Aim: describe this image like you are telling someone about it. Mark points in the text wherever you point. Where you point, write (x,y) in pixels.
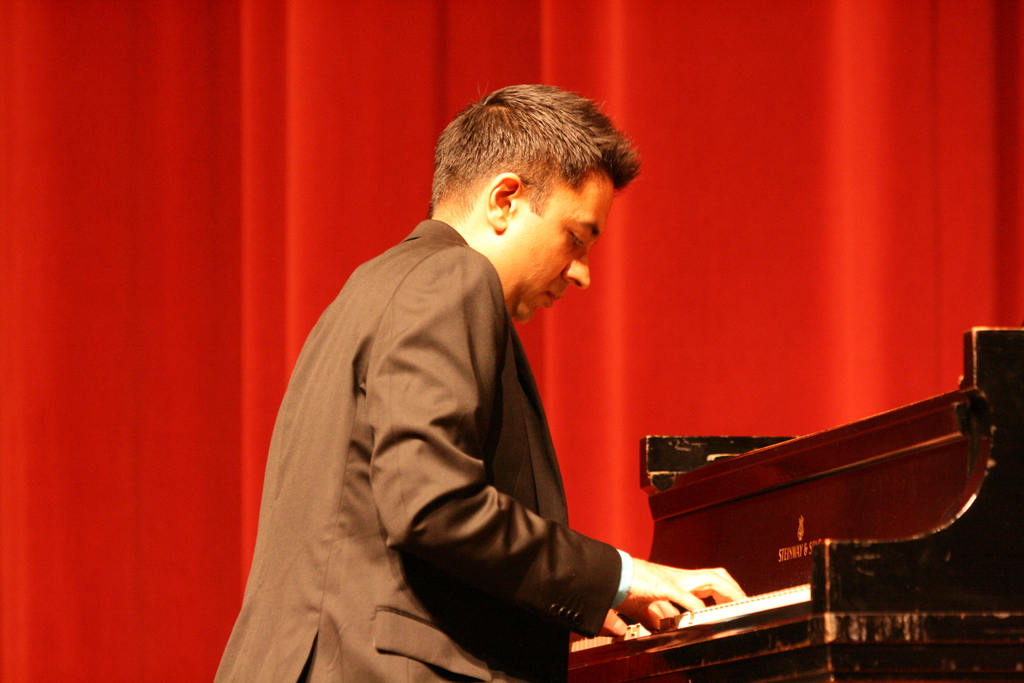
In the center of the image (506,241) there is a man (555,458) sitting and playing a piano (792,593). He is wearing a suit (452,458). In the background (438,64) there is a curtain (391,119).
